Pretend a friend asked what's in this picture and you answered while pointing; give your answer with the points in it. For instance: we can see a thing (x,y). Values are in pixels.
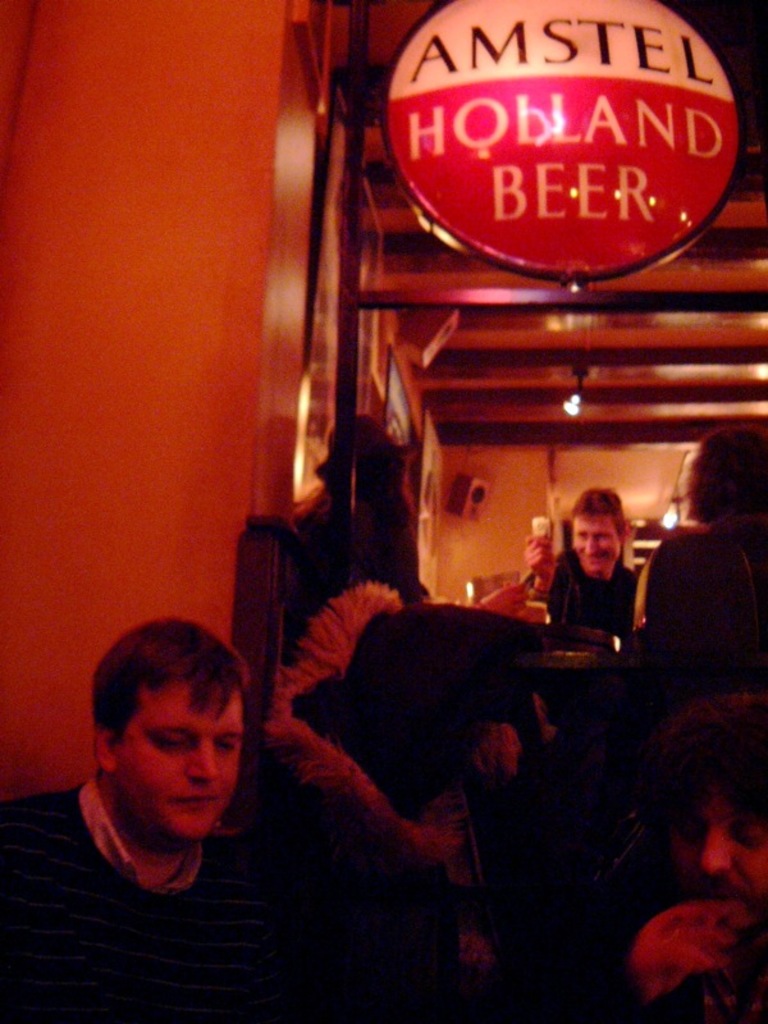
In this image we can see few persons (691,652), cloth (497,682) on a table (582,667), board (642,169), frames (324,402), wall (59,628), lights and objects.
